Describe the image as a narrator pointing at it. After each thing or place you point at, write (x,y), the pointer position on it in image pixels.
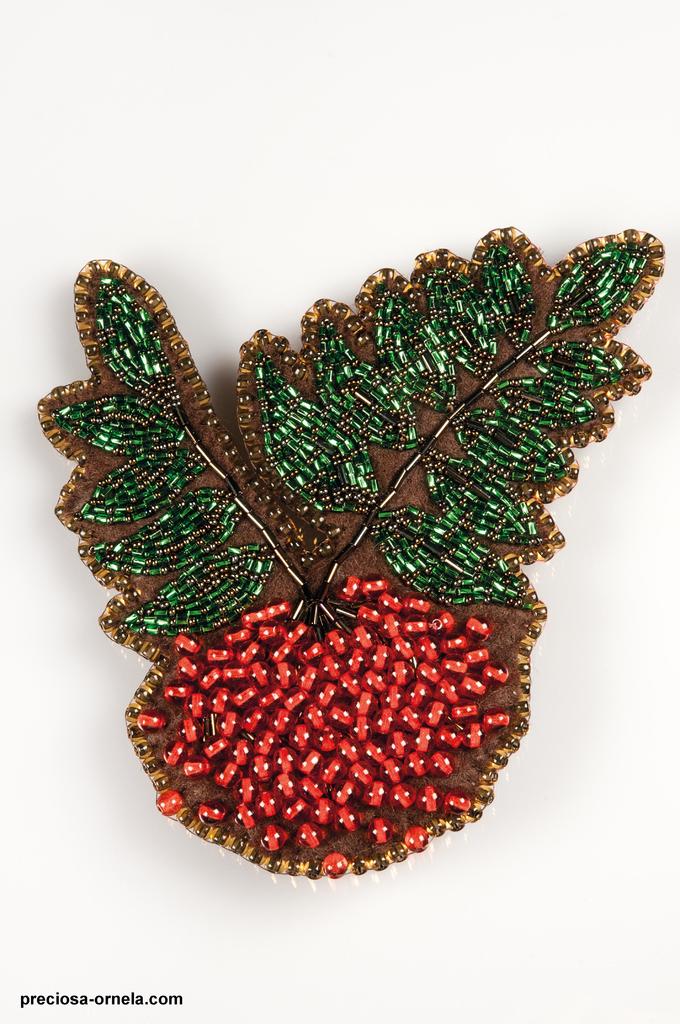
In this image we can see an artwork (320,656) using some beads (381,721).
